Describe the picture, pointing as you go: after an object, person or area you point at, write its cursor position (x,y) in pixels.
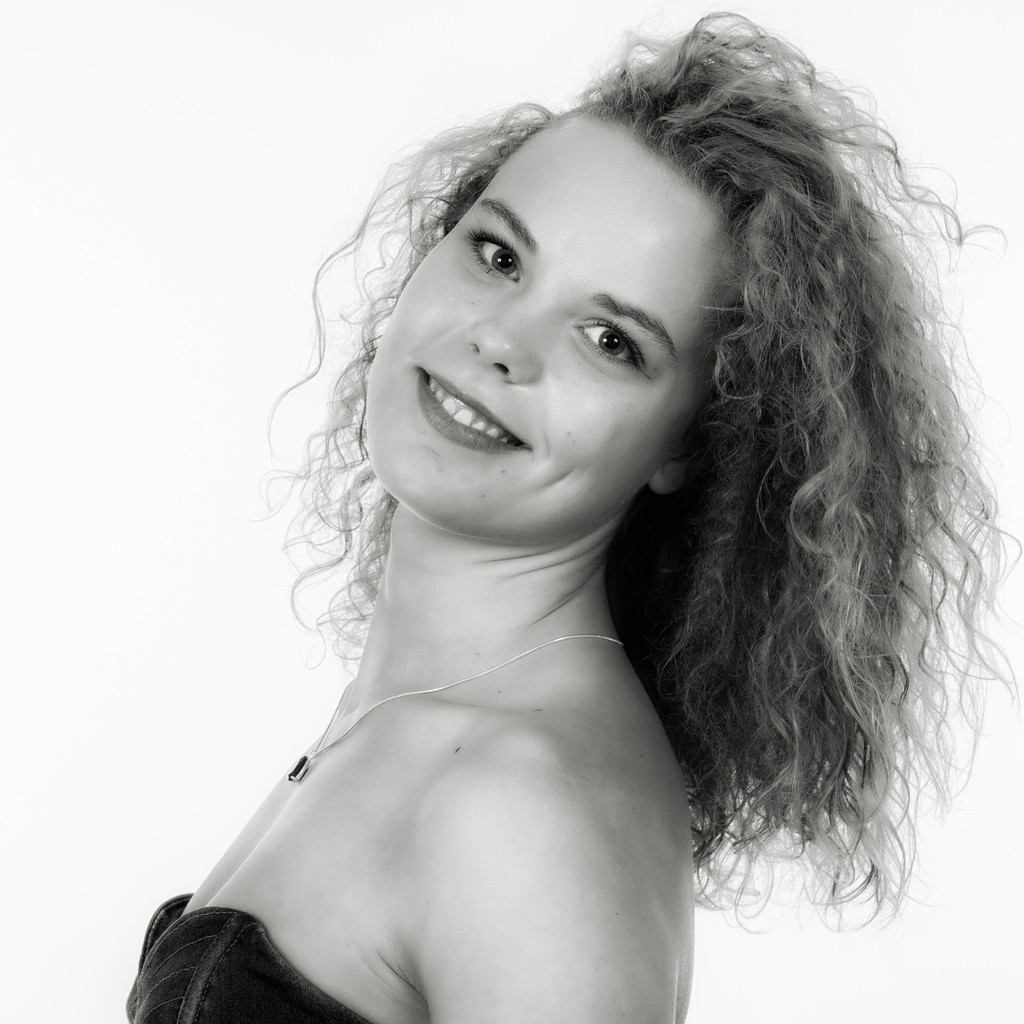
In this image I can see a person (357,518) standing and the person (630,339) is wearing a chain (483,671), and the image is in black and white.
